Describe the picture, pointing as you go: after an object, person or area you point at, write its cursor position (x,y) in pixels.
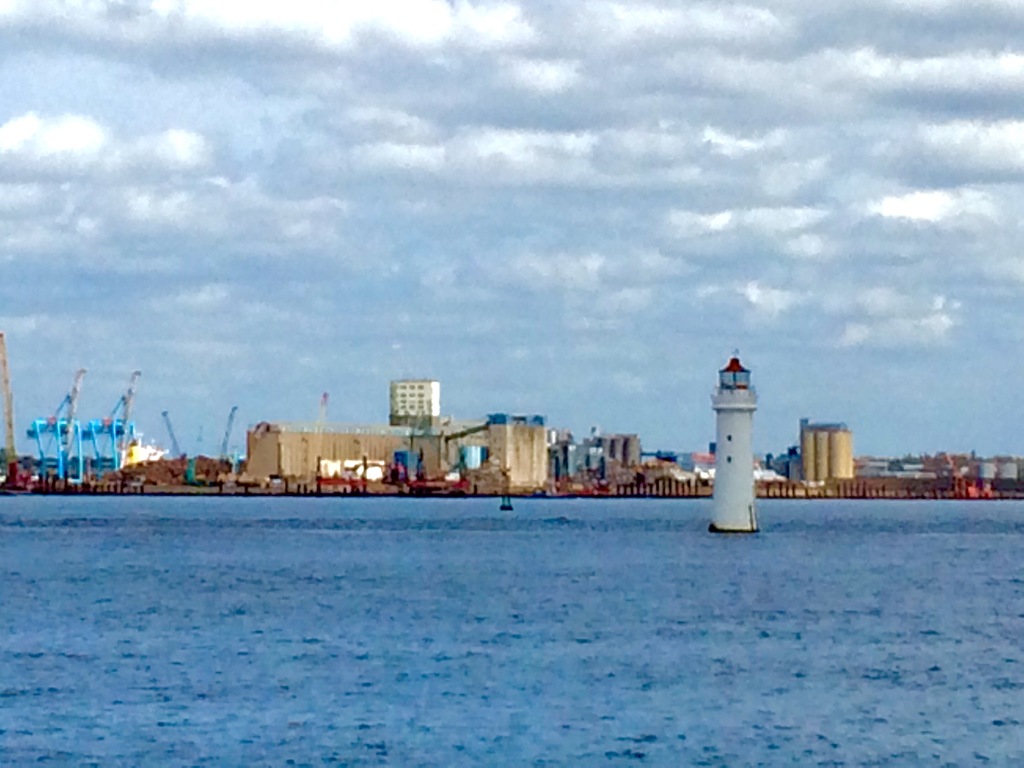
In this image we can see the water body (414,716) and there is a lighthouse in the middle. In the background (912,474), we can see some building (874,467) and it looks like a harbor (257,436) and we can also see the sky (694,190) with clouds (815,286).
